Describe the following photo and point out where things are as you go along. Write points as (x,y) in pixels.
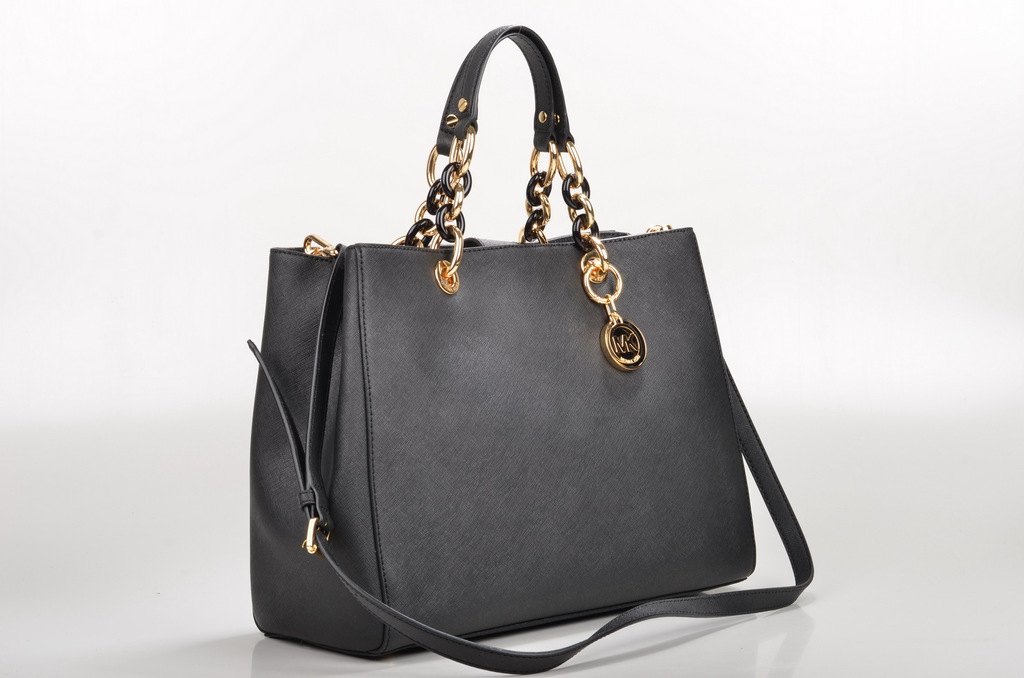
In this picture there is a black colored handbag (388,502) placed on the table (190,610). There is white color in the background (679,142).
